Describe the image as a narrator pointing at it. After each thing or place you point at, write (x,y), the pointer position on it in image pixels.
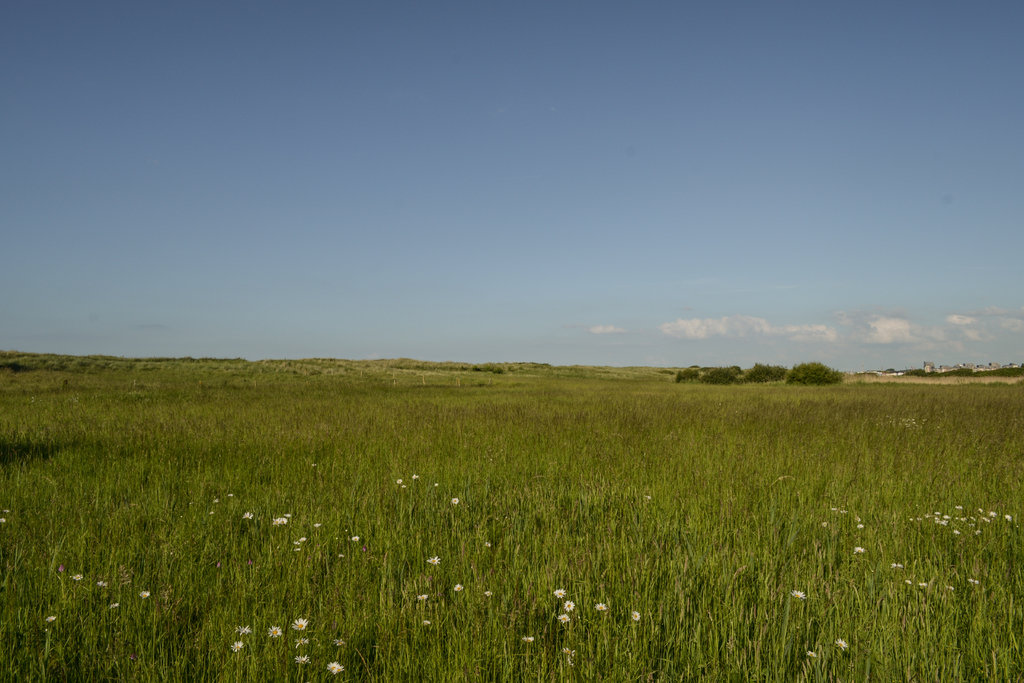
In this image I can see few plants (722,549) which are green in color and to them I can see few flowers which are white in color. In the background (851,374) I can see few trees (773,373), few buildings (898,373) and the sky (546,191).
